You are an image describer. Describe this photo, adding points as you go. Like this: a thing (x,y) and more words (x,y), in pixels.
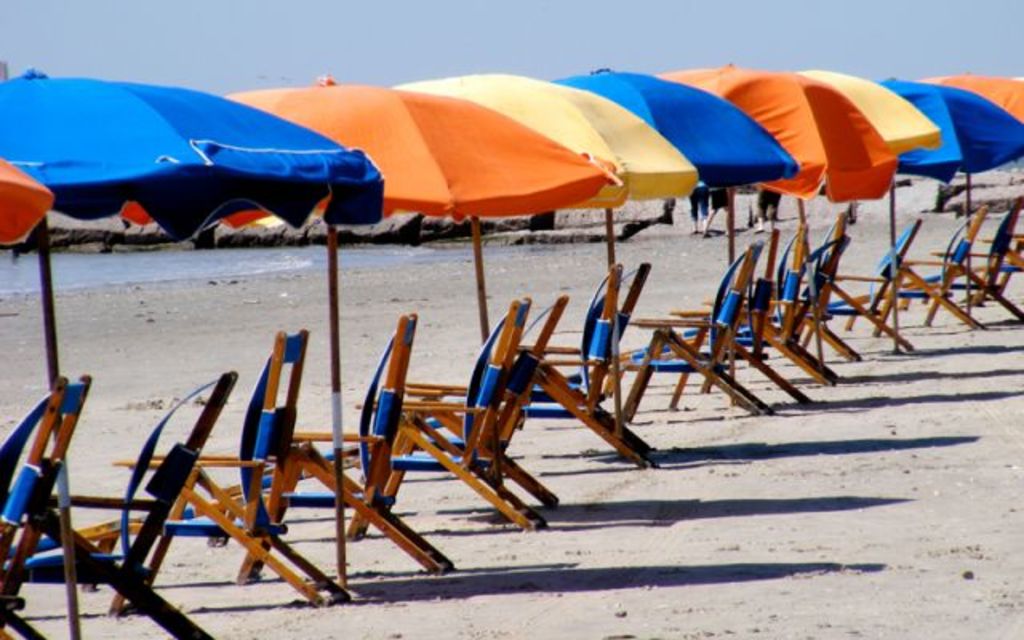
In this image we can see many chairs (672,328) and umbrellas (565,199). In the background (167,262) there is water (171,258) and rocks (544,226). And also there is sky (565,62).
